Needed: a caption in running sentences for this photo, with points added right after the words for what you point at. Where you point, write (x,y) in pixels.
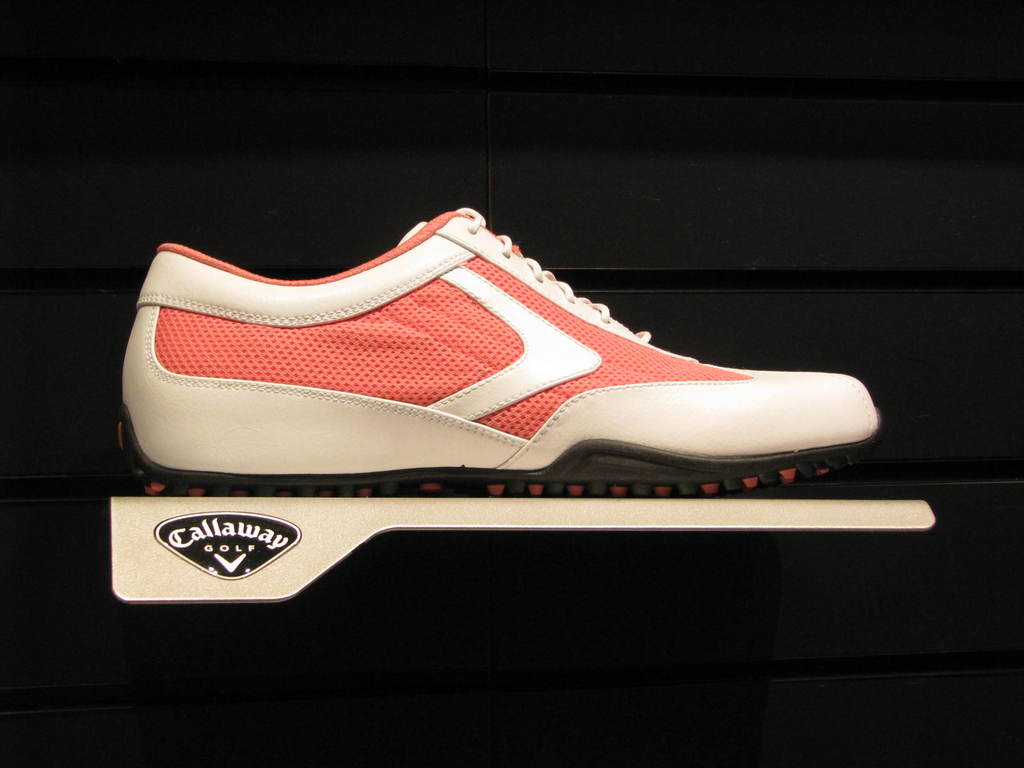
In this image we can see a shoe (561,373) on the metal surface (442,516) and black background (53,464).
